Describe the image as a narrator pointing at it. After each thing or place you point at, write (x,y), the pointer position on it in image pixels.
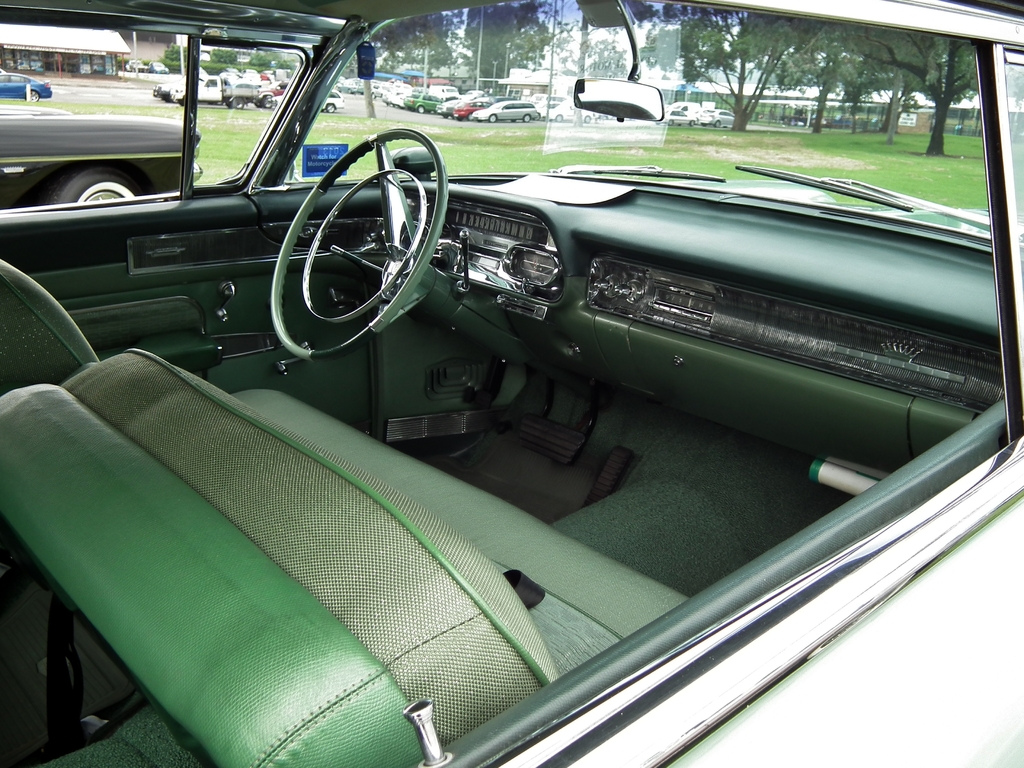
In this picture we can see an inside view of a car (682,542), in the background (381,91) there are some vehicles (387,93), we can see grass (892,177) and trees (928,69) here, on the left side (73,67) there is a store (87,65).
